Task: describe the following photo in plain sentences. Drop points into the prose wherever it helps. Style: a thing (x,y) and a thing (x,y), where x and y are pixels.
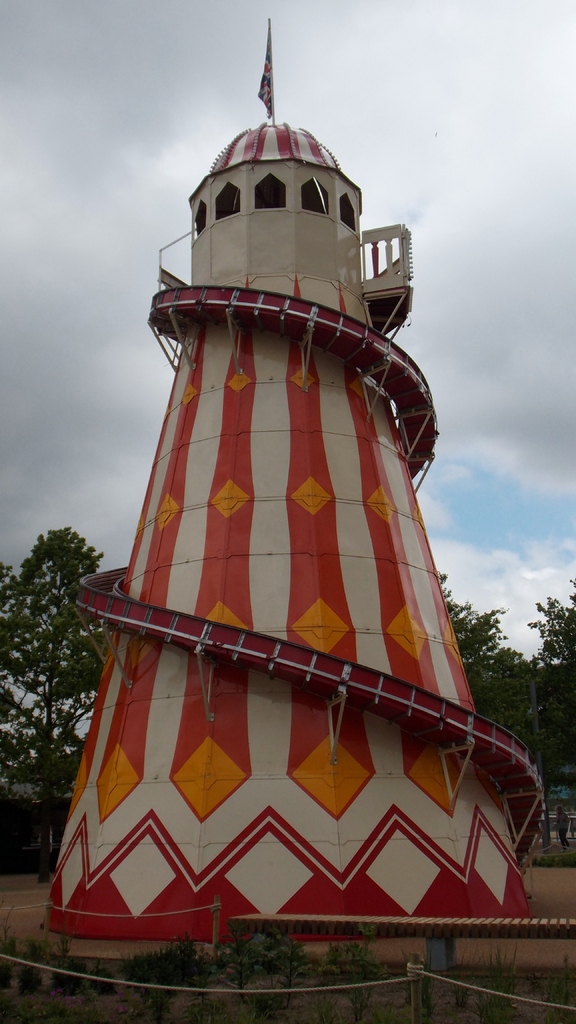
In this image there is a tower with a flag (269,78), and in the background (84,630) there are trees (31,774), plants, sky (478,80).
